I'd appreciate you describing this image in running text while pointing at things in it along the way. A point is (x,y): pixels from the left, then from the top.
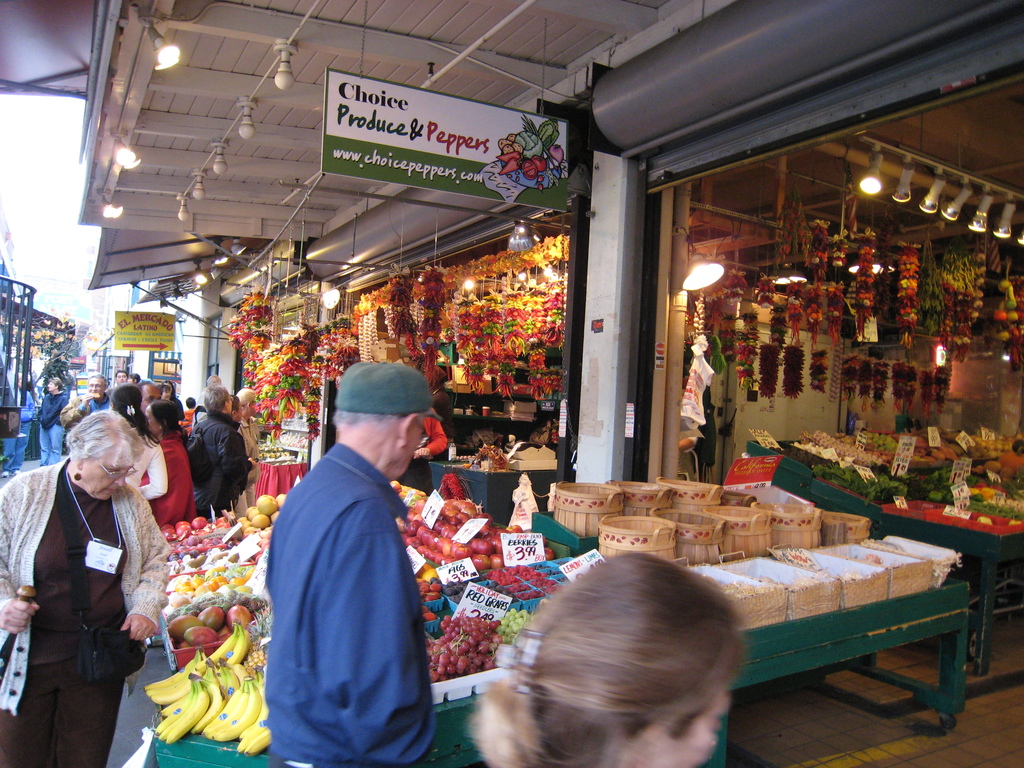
In this image we can see electric bulbs (162,54) attached to the roof (231,50), persons (104,705) standing on the road (152,718), stores (398,324) and fruits (251,534) and vegetables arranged in rows along with the price tags (466,578).
